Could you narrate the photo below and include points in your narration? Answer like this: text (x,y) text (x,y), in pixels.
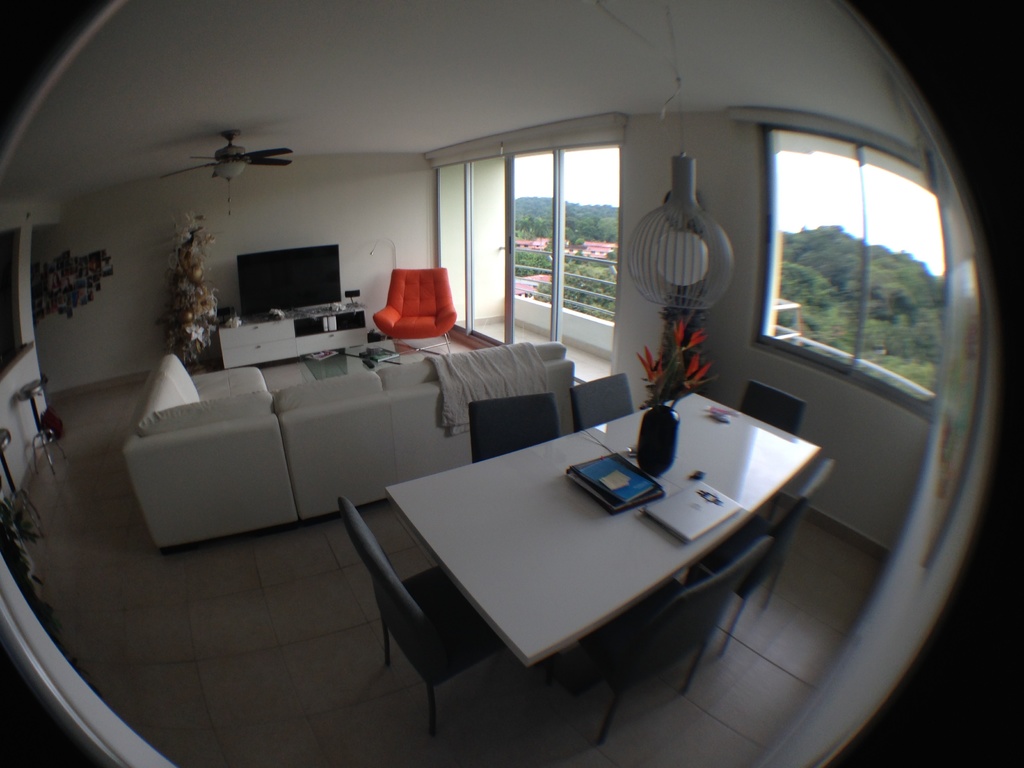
In this image, I can see a table (535,652) on which books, flower vase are there, chairs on the floor (395,699), sofas (312,441), houseplants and a TV table (245,342). In the background (549,221), I can see windows (445,253), chandeliers (656,213) and a wall (386,236) and I can see trees (835,275) and the sky (854,202). This image taken, maybe in a room (793,336).
